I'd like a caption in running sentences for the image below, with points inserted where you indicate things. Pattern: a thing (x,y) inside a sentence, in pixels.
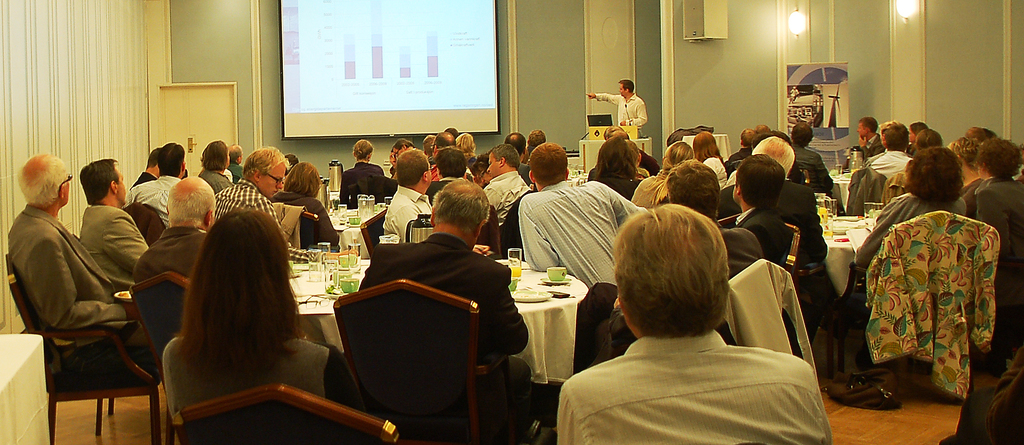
There is a room (693,71). There is a group of people (736,164). They are sitting on a chairs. In the center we have a person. He is standing and He is wearing a shirt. There is a table (538,304). There is a glass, flask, cup (562,276), saucer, fork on a table (542,322). We can see in background (382,133) wall (153,11), curtain (28,113) and projector (299,69).
